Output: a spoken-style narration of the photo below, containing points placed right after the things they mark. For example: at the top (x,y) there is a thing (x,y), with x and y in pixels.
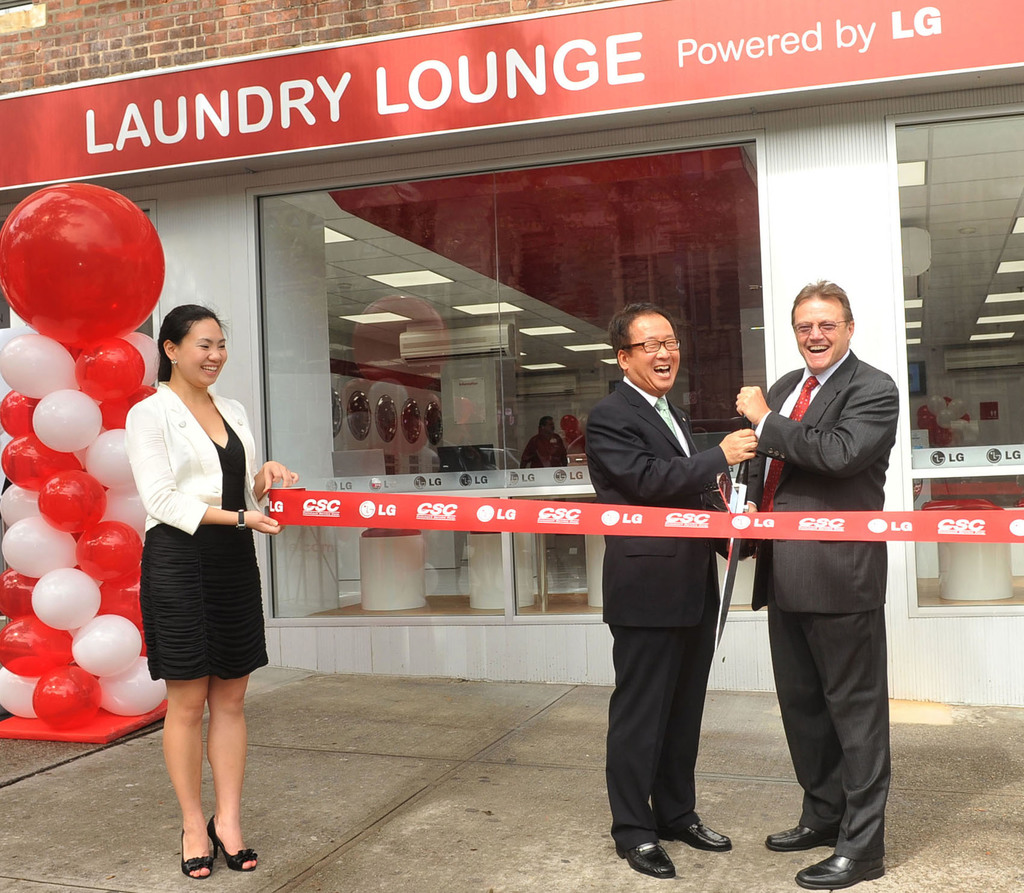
In this image I can see a woman (136,436) and two men (771,394) are standing in the front (885,385). I can see all of them are smiling and all of them are wearing formal dress (185,436). I can also see she is holding a red colour thing (270,498) and on it I can see something is written. On the left side of the image (108,263) I can see number of balloons (141,385). In the background (252,240) I can see a store (659,137), a red colour board (34,172) and number of lights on the ceiling (337,301). I can also see something is written on the board (329,142). I can also see number of stuffs (473,421) and few people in the background (587,498).
